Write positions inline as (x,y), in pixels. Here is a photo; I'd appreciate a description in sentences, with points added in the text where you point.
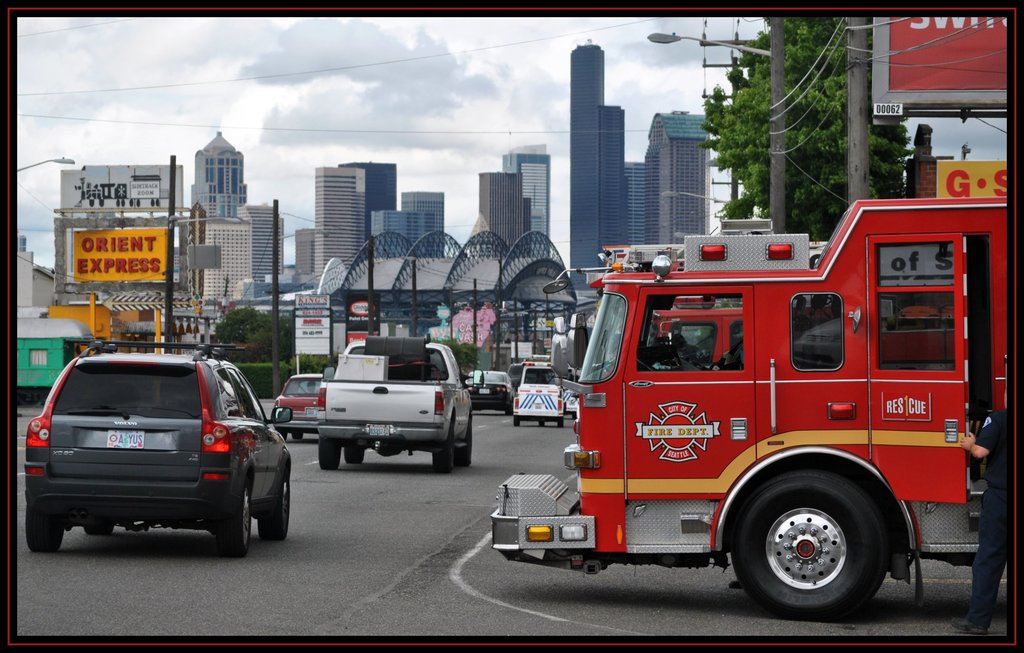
In this image we can see the vehicles (241,492). Behind the vehicles (150,447) we can see the trees (803,227), buildings (429,211) and poles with wires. On the left side (306,348), we can see the boards (153,246) with text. On the right side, we can see a person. At the top (317,55) we can see the sky (409,68).
